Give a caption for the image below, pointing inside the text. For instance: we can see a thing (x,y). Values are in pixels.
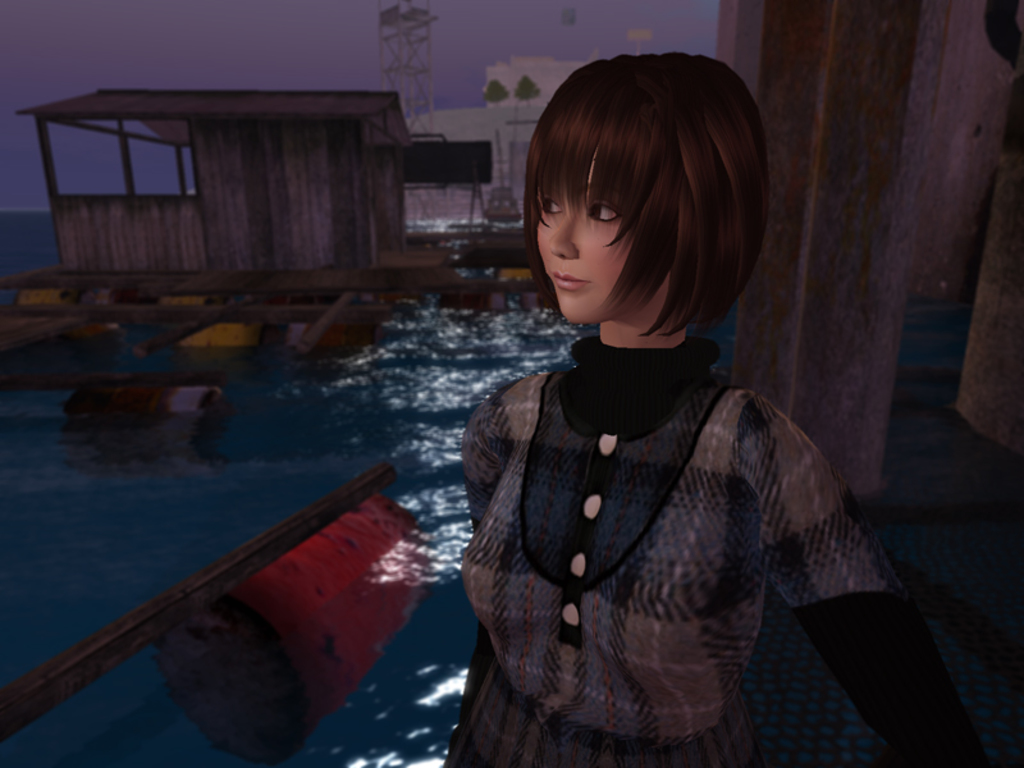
In this picture we can see an animated image, here we can see a woman (462,716), water (459,689) and in the background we can see a building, shed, power tower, sky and some objects (109,636).
